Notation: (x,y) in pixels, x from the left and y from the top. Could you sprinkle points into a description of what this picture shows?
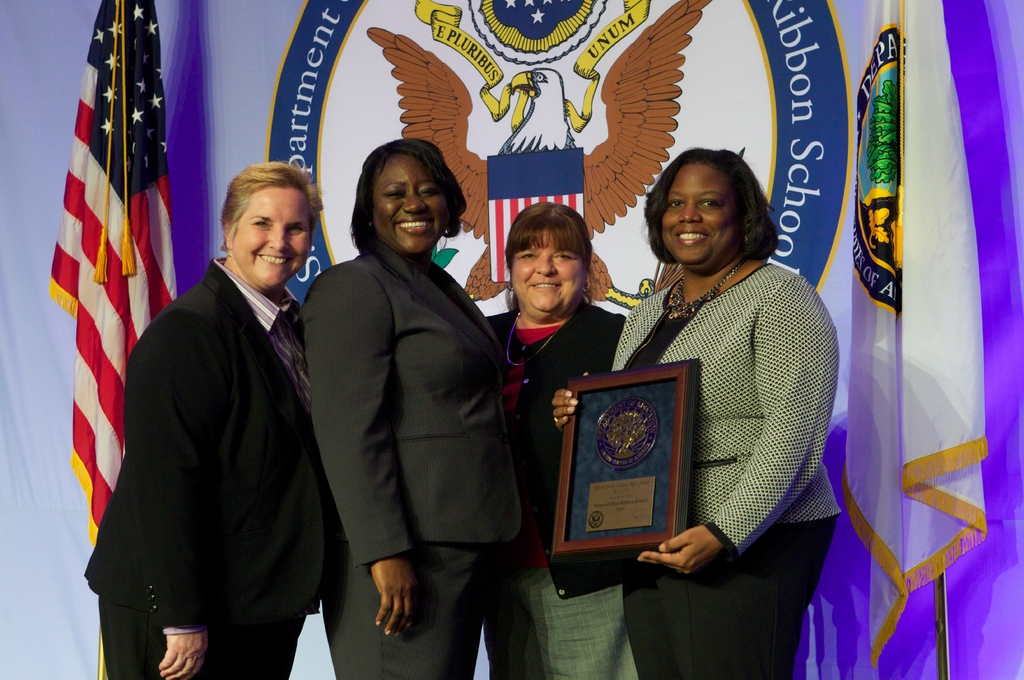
In this image I see 4 women (464,313) who are smiling and I see that this woman (751,275) is holding a frame (673,449) in her hands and I see that these both women (363,455) are wearing suits (285,384). In the background (55,431) I see the flags (874,12) and I see a logo (488,208) over here and I see few words (784,226) written and I see the wall (62,637).
